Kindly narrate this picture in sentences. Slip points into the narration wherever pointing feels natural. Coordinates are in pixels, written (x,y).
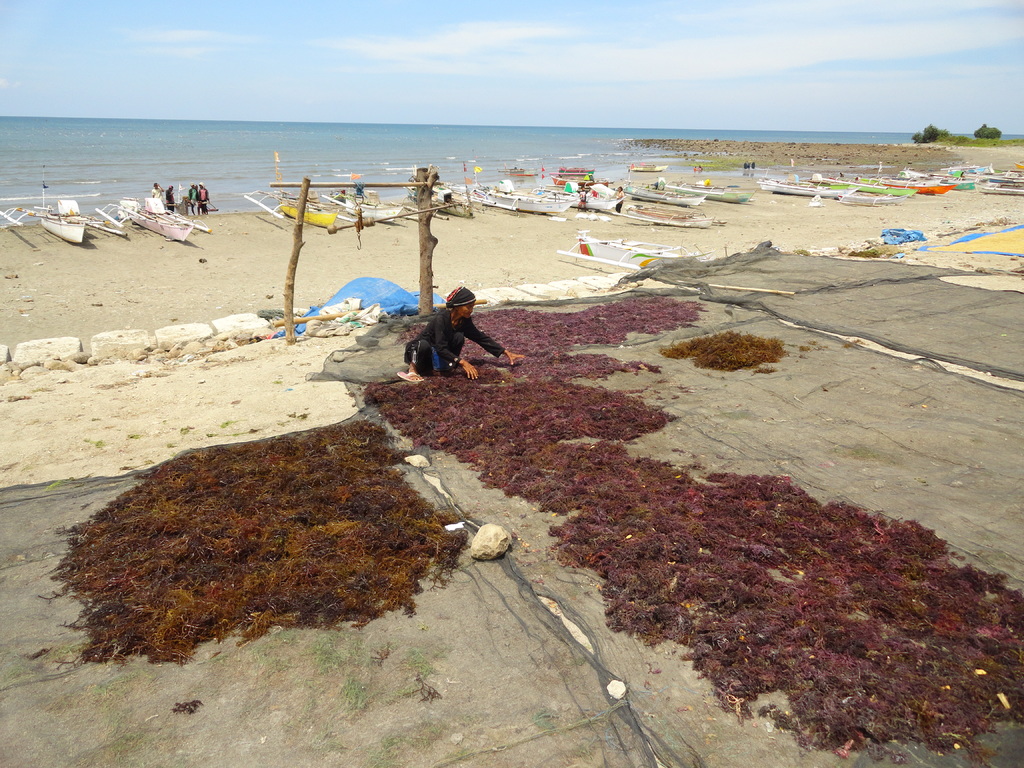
In this image I can see number of clothes (954,460) on the ground (714,442) and on it I can see a woman (473,338) and brown colour things (352,455). In the background (328,219) I can see few people (172,197), number of boats (537,190), two wooden poles (290,276), water (455,155) clouds (157,31) and the sky (441,63). On the right side of this image (989,137) I can see few plants (945,140).
